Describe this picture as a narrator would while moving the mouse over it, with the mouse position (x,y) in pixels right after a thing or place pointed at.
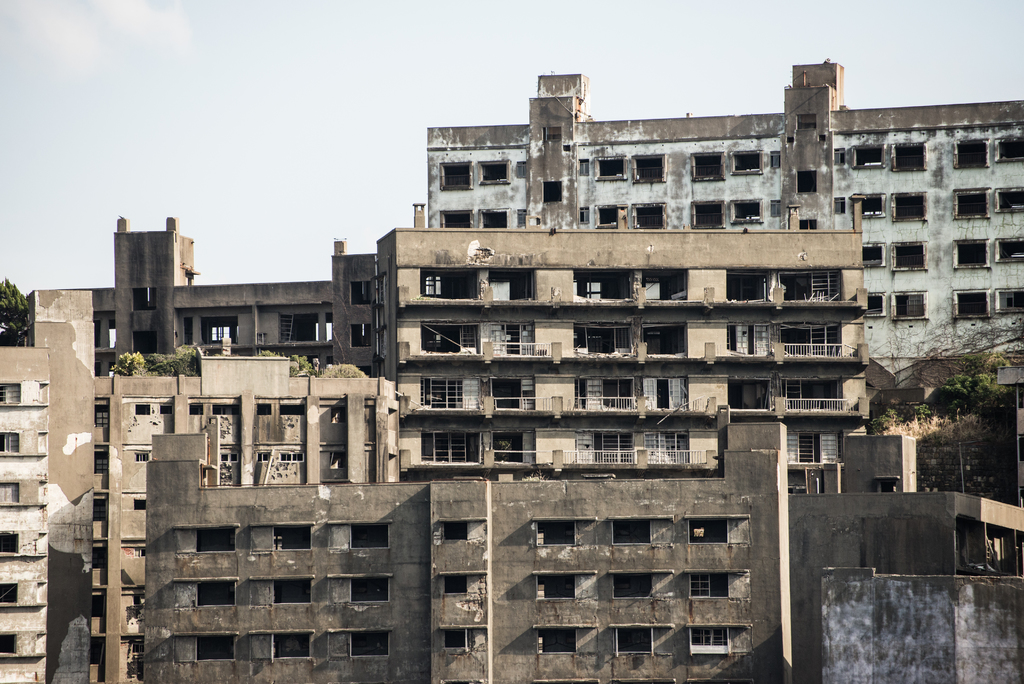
The picture consists of buildings (623,318) and trees (18,303). Sky (163,189) is sunny.
